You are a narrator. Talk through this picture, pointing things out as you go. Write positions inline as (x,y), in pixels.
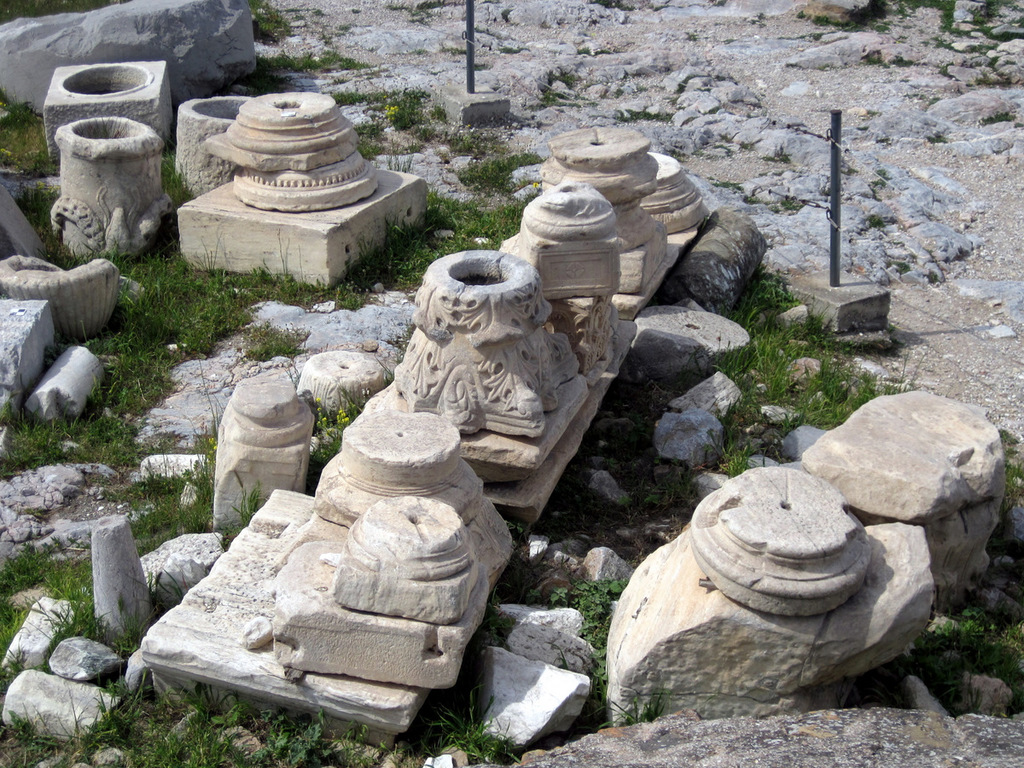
In this image there are sculptures (471,352) and behind them fencing (880,304) was done.
